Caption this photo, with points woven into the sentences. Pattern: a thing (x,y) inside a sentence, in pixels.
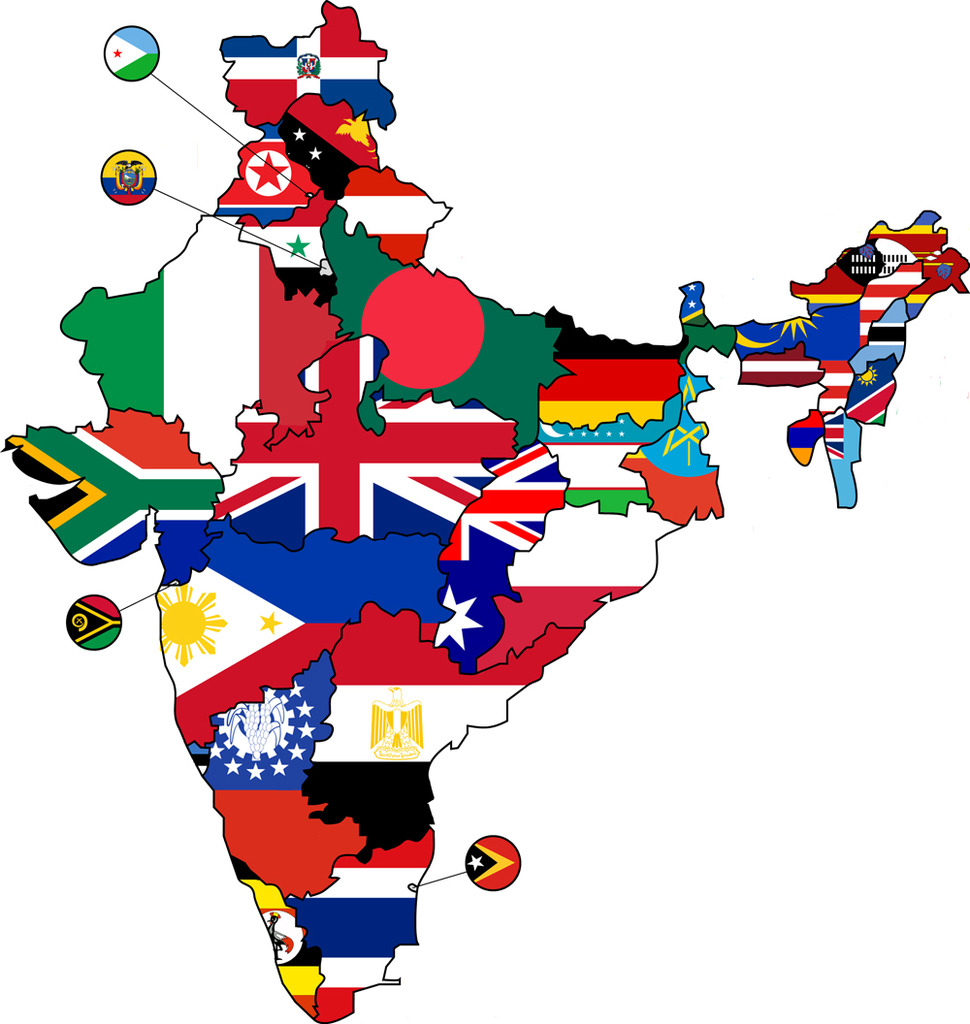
In this image we can see a map of India (465,568) made with different flags of countries (287,357). In the background (692,662) it is white.
